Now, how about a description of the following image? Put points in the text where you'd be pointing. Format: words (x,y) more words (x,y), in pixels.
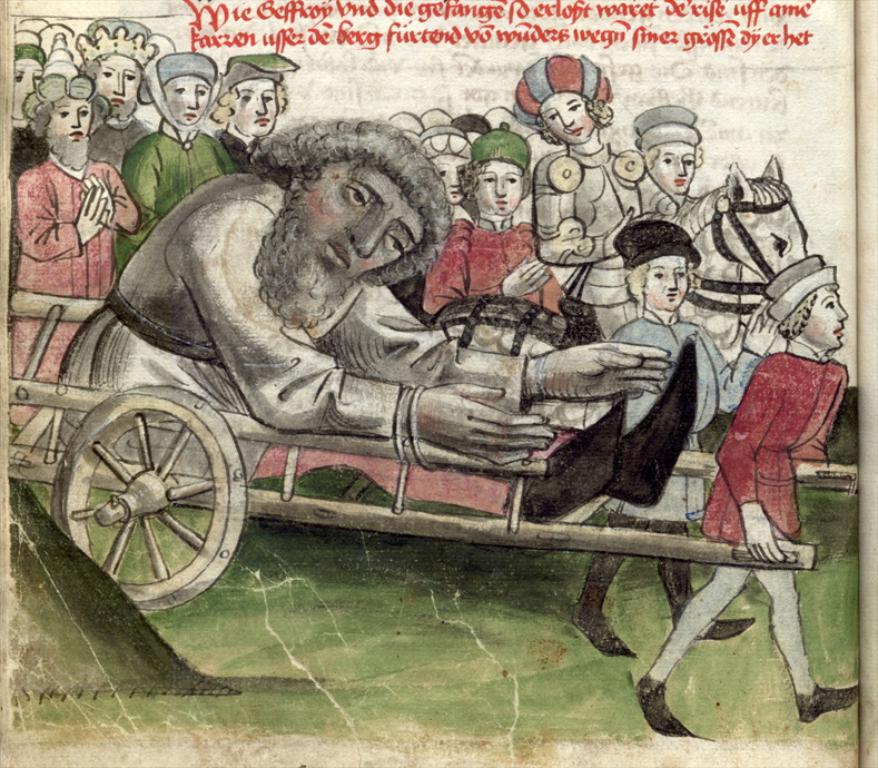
In the picture we can see a painting (620,574), in that we can see a man (103,385) sitting in the cart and some person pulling it and beside we can see a person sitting on the horse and people (40,133) walking behind him.
